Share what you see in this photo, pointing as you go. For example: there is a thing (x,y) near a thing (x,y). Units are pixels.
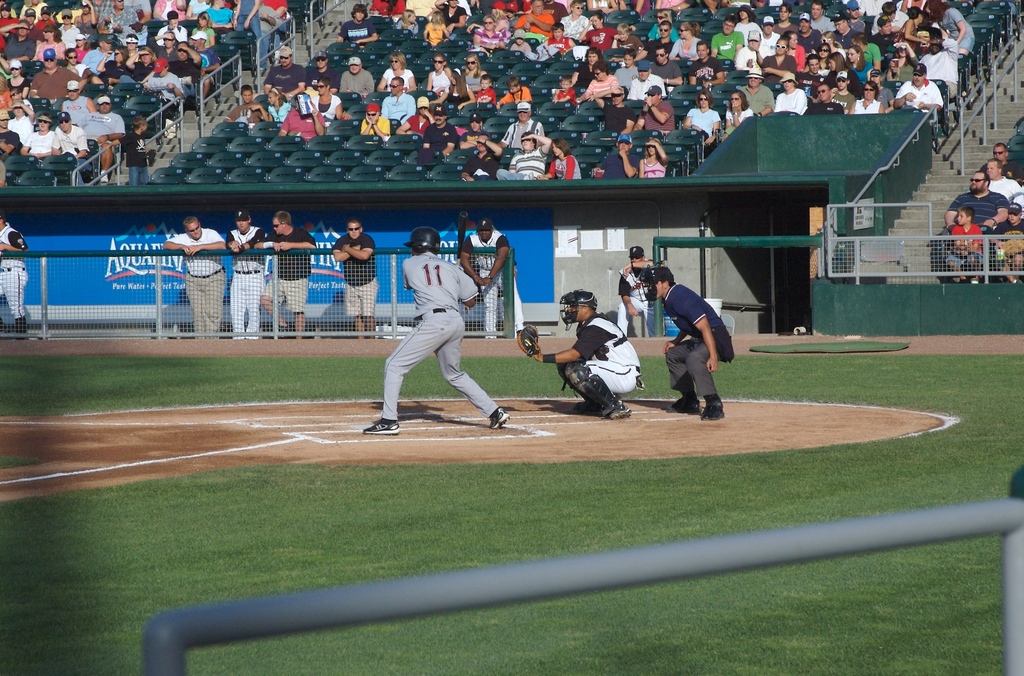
In the center of the image (622,372) we can see a group of people (438,263) standing on the ground (469,417), some persons (587,309) are wearing helmets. In the background (128,228), we can see the fence (743,246), banner (142,267) with some text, group of audience (926,95) sitting on chairs (687,96), barricades (405,605), some poles (638,579) and the grass (486,609).
